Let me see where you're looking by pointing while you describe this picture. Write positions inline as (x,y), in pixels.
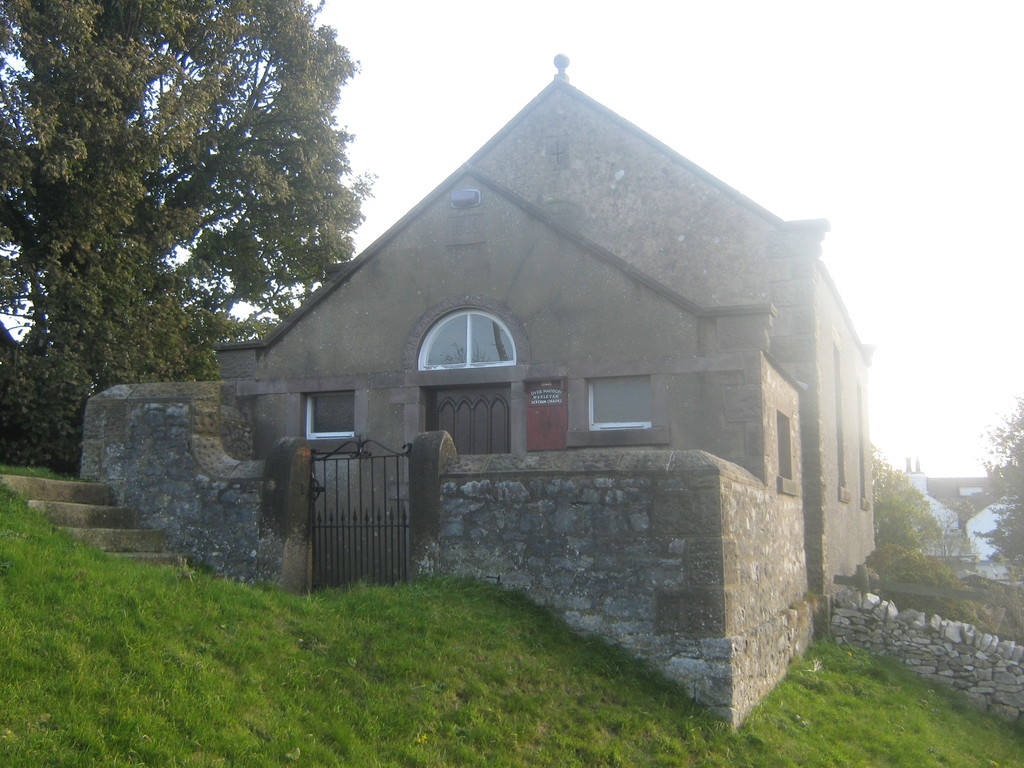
In the center of the image (450,410) there is a house (518,444). there is a door (451,427). there is a gate (349,556). At the bottom of the image (234,684) there is grass (178,646). There are staircase (40,484). There is a tree (257,225). In the background of the image (865,152) there is sky (803,171).
